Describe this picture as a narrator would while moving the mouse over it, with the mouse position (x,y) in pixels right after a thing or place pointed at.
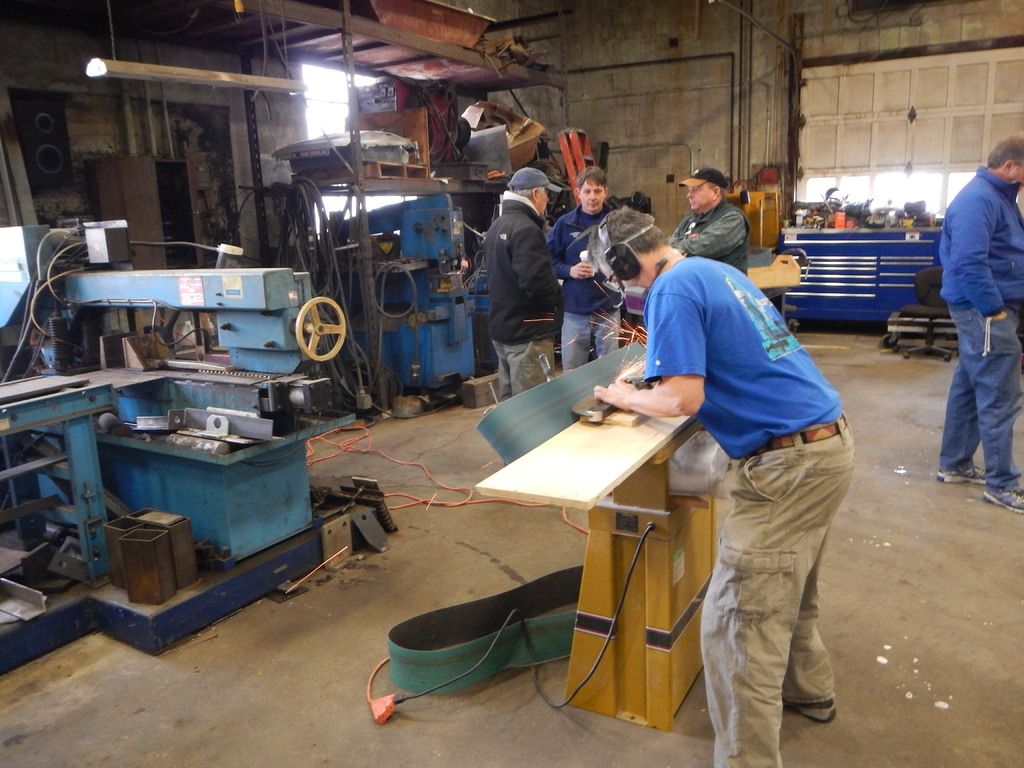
This image is clicked inside a garage (921,577). There are five people (975,254) in this image. In the front (748,372), the man (743,451) wearing blue t-shirt (687,374) is grinding the metal (597,406). To the right, the man (985,305) wearing blue jacket (968,288) is walking. To the left (146,475), there are machines (296,315). In the background (605,116), there is a wall (522,103).
